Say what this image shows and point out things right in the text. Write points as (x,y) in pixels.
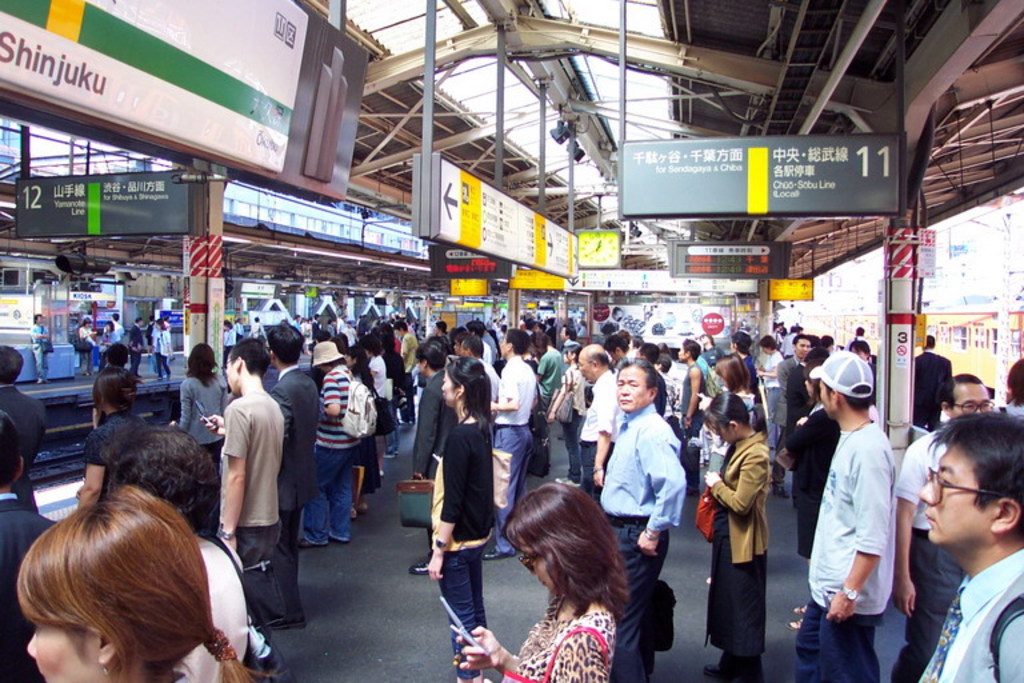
In this image we can see a group of people (443,418) are standing on the platform (782,644), there are boards (552,233), there is a display screen (723,264), there is a clock (604,241), there are poles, there are lights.
